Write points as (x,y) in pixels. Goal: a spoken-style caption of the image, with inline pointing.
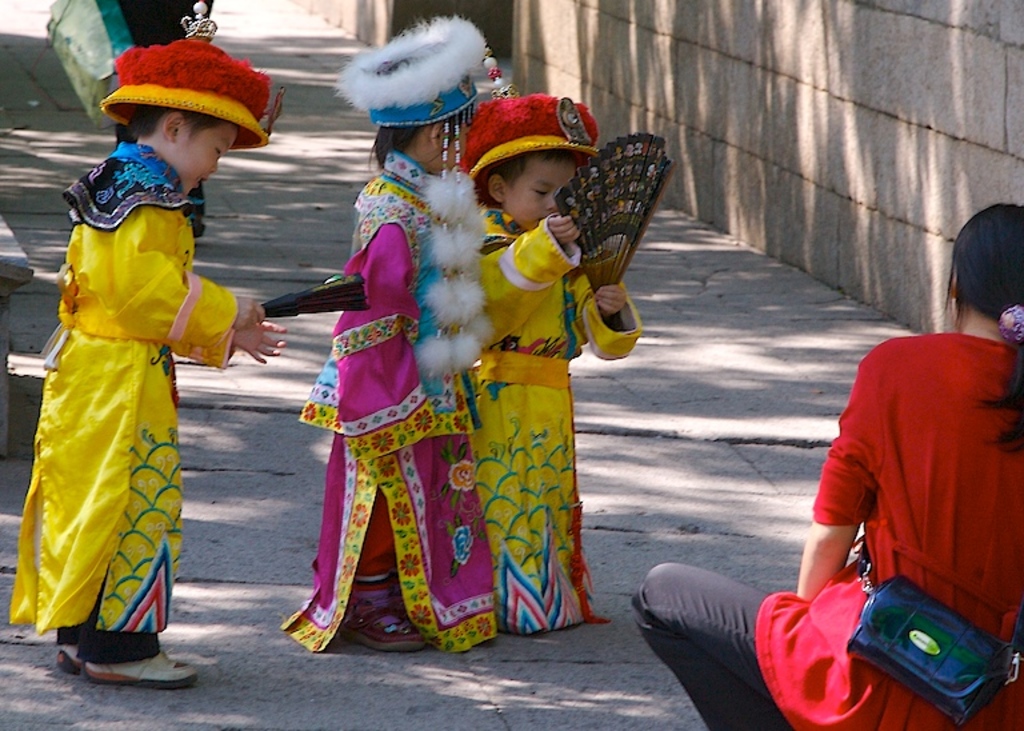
This image is taken outdoors. At the bottom of the image (312,700) there is a floor (692,416). In the middle of the image (425,483) three kids (533,108) are standing on the floor (336,100) and they are holding hand-fans (343,294) in their hands (570,225). They are dressed differently. On the right side of the image (892,432) a woman (728,687) is sitting on the ground (750,531) and there is a wall (500,51).
